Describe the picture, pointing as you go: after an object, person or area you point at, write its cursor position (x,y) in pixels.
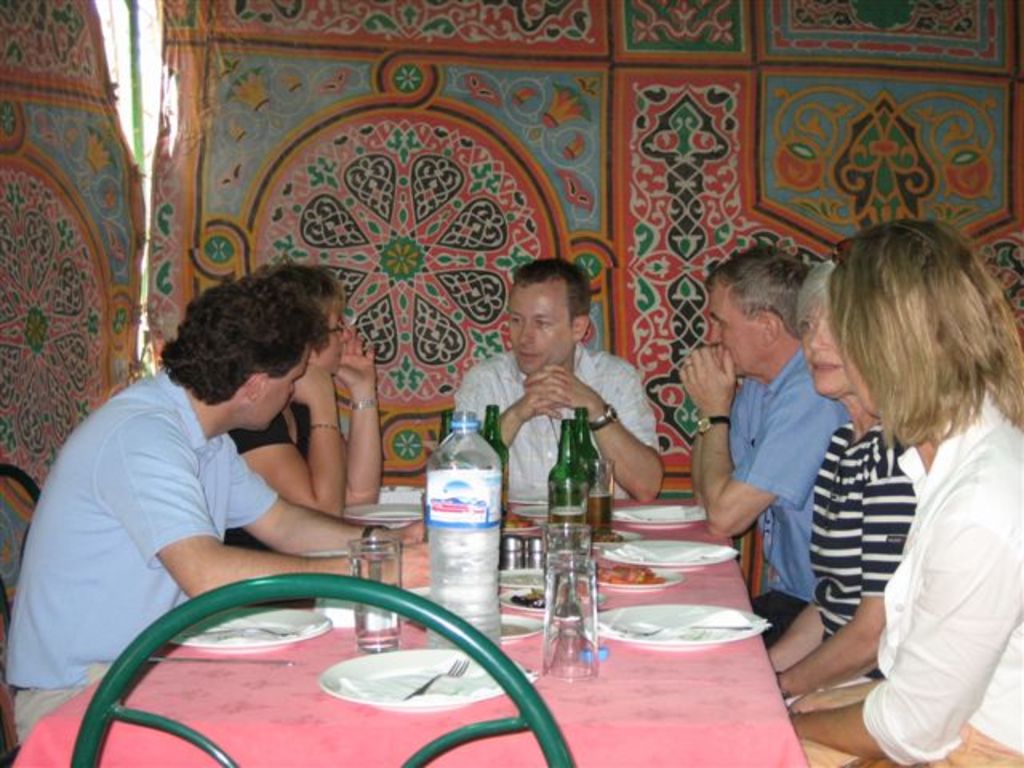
In this image i can see few people (822,415) sitting around the table (600,607) in the chairs (373,588) and on the table (641,591) i can see few glasses (600,520), bottles (551,519) and plates (391,673) with fork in it. In the background (420,422) i can see a cloth (446,154).
